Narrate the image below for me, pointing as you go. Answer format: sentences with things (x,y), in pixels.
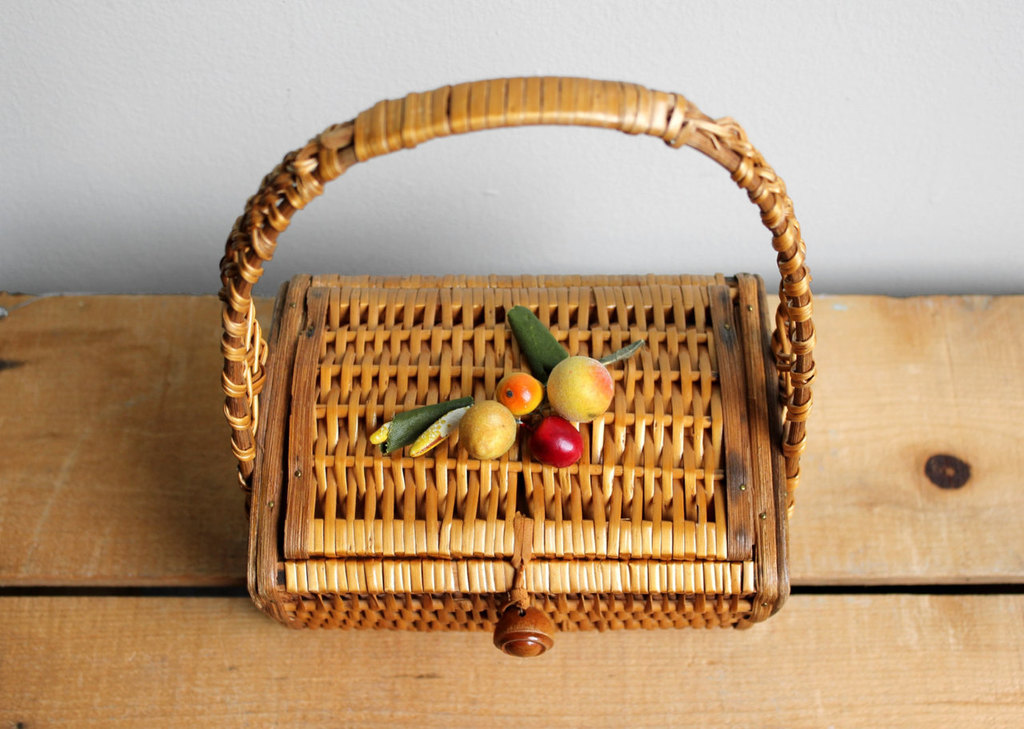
In this picture I can see a basket (561,486) placed on the wooden surface (19,712), on which I can see some fruits (490,429).
